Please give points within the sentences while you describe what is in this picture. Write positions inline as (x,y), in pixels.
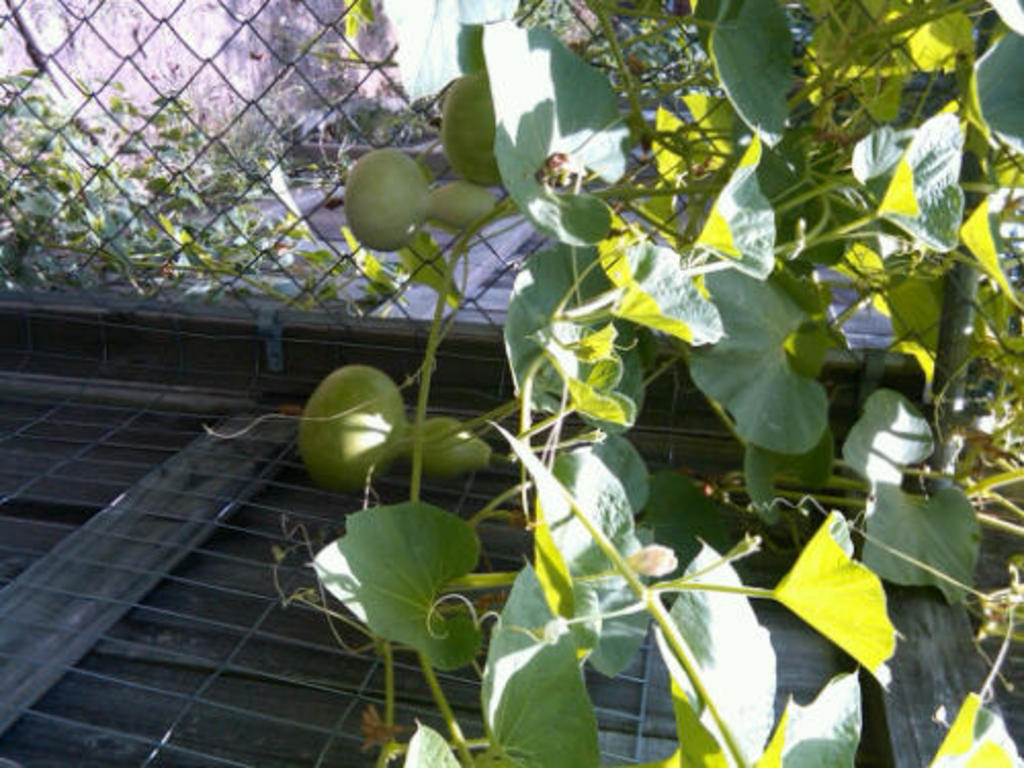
On the right side of the image (838,181) there is a creeper (547,545) with leaves (608,316) and fruits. On the left of the image (197,535) there is a fencing (180,431). Behind the fencing (131,137) there are leaves (119,246).
